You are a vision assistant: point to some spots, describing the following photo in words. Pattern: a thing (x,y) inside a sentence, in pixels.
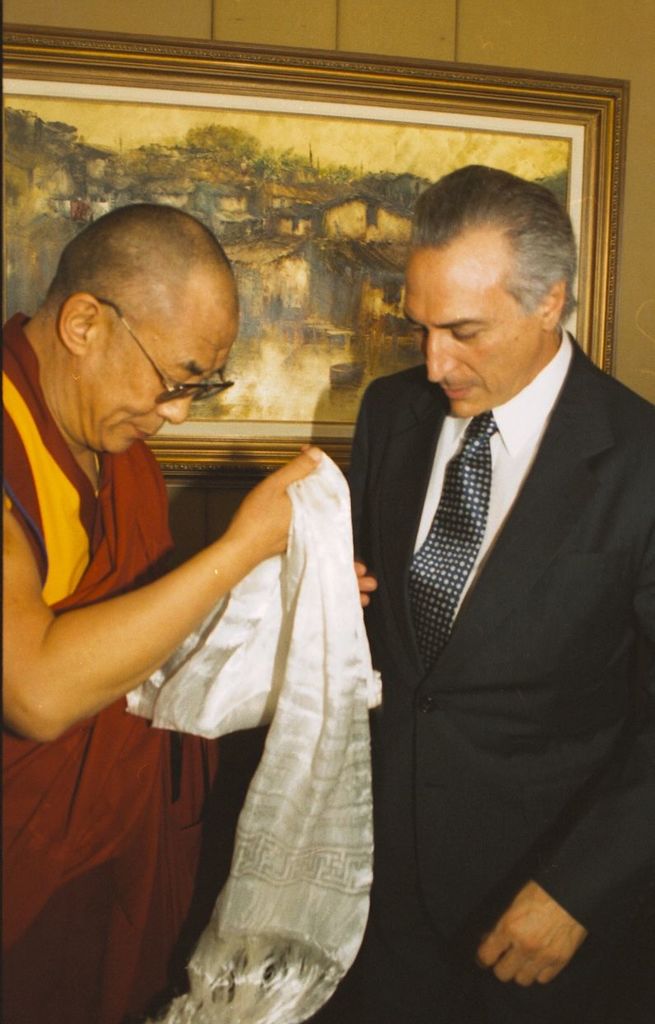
This image consists of two persons (426,678), photo frame (590,343), wall (636,255) and one person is holding a cloth (303,721) in hand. This image is taken may be in a hall (367,651).
